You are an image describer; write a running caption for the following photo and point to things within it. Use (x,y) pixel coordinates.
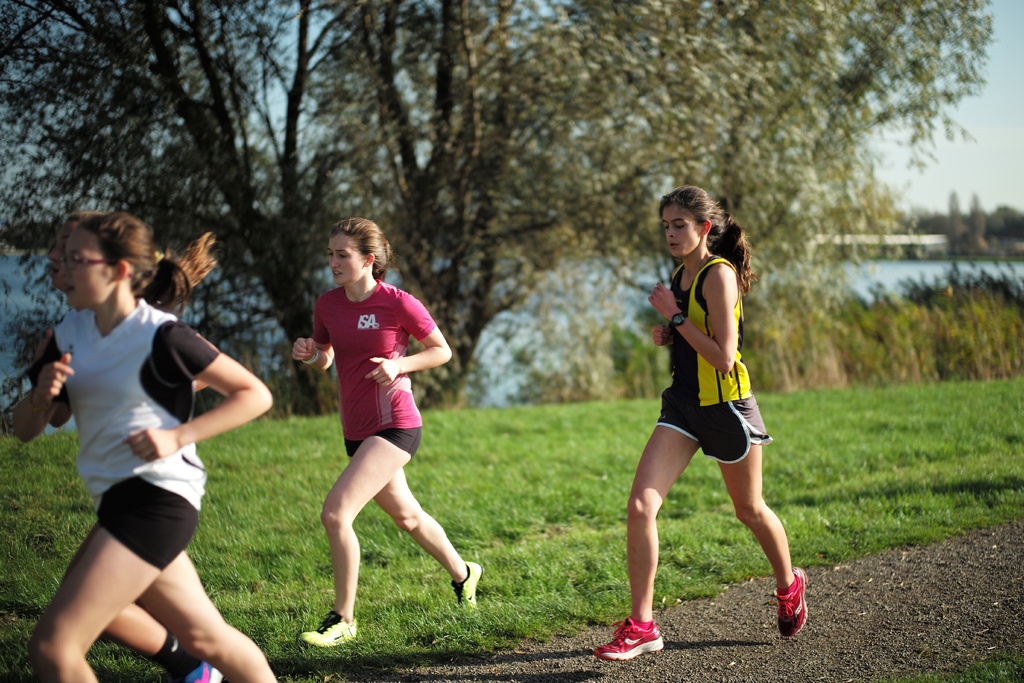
As we can see in the image there are four women (250,394) running. There is grass (881,436), plants (870,331), trees (620,117), water (893,271) and sky (1005,84).
